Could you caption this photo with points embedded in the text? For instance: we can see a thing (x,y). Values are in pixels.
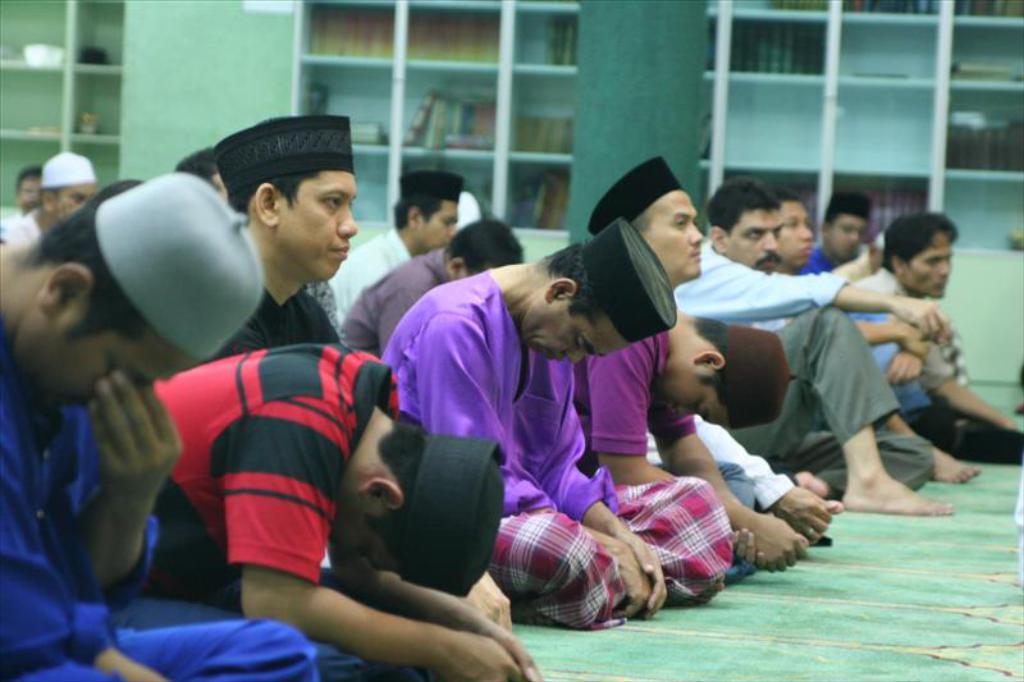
In this picture we can see some people (254,397) wore caps (253,154) and a group of people (440,412) sitting on the floor (837,602). In the background (591,187) we can see books (327,45) on shelves (902,37) and the walls (192,40).
